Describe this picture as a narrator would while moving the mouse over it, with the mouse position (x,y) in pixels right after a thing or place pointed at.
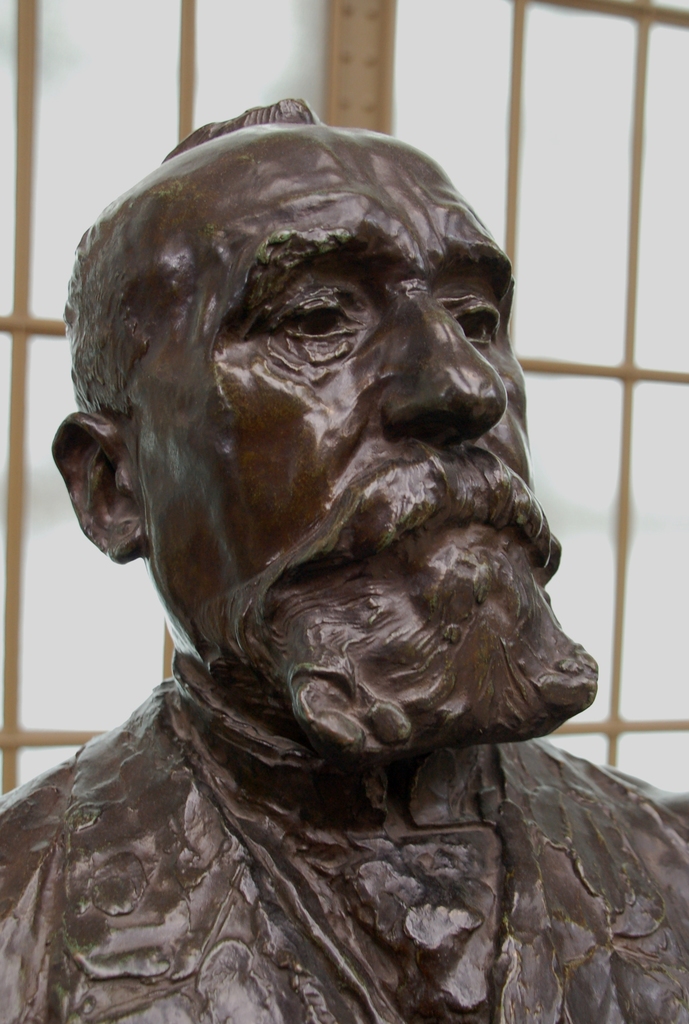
In the image in the center (308,638), we can see one statue (335,830). In the background (323,111) there is a window (323,111).
